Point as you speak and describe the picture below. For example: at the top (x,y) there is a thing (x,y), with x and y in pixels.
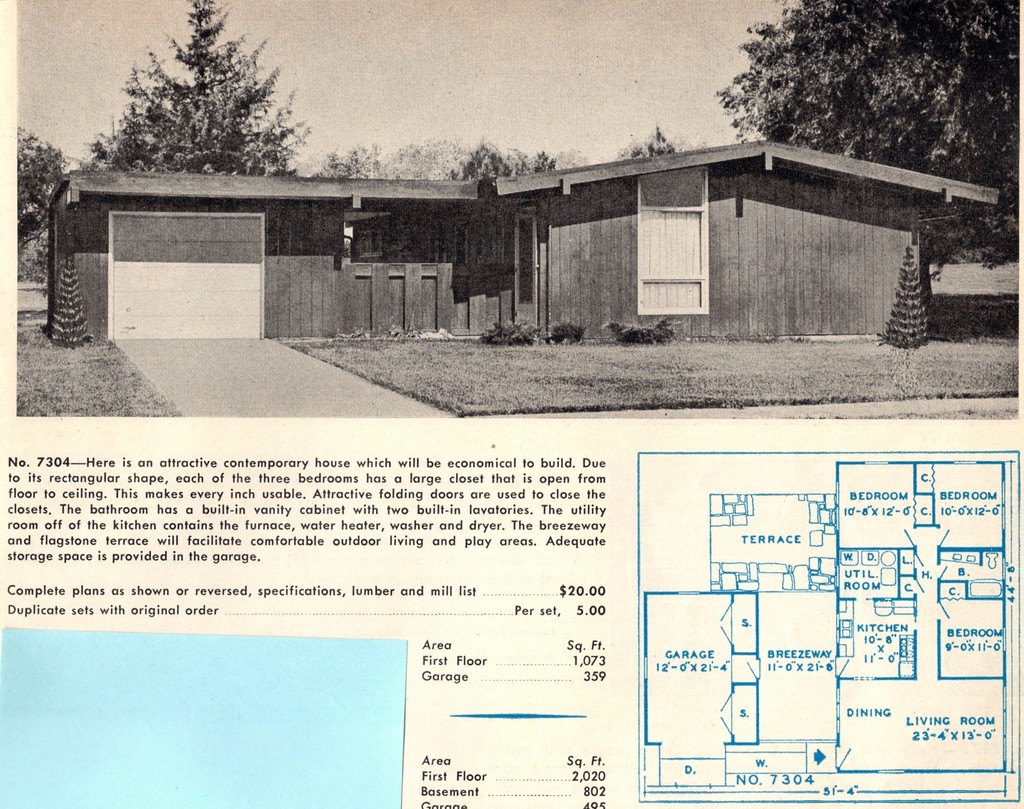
In this picture we can see a black and white picture (356,134) at the top (394,160). In this picture we can see some grass (419,369) on the ground (610,358). There are a few plants (577,325) on the ground (673,358). We can see a wooden house (85,267) and a shed (145,215) on the left side (170,215). There are a few trees (1016,160) in the background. At the bottom (492,560), we can see some text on the left side (312,511). There is a house plan/floor plan (731,597) on the right side (747,786).
